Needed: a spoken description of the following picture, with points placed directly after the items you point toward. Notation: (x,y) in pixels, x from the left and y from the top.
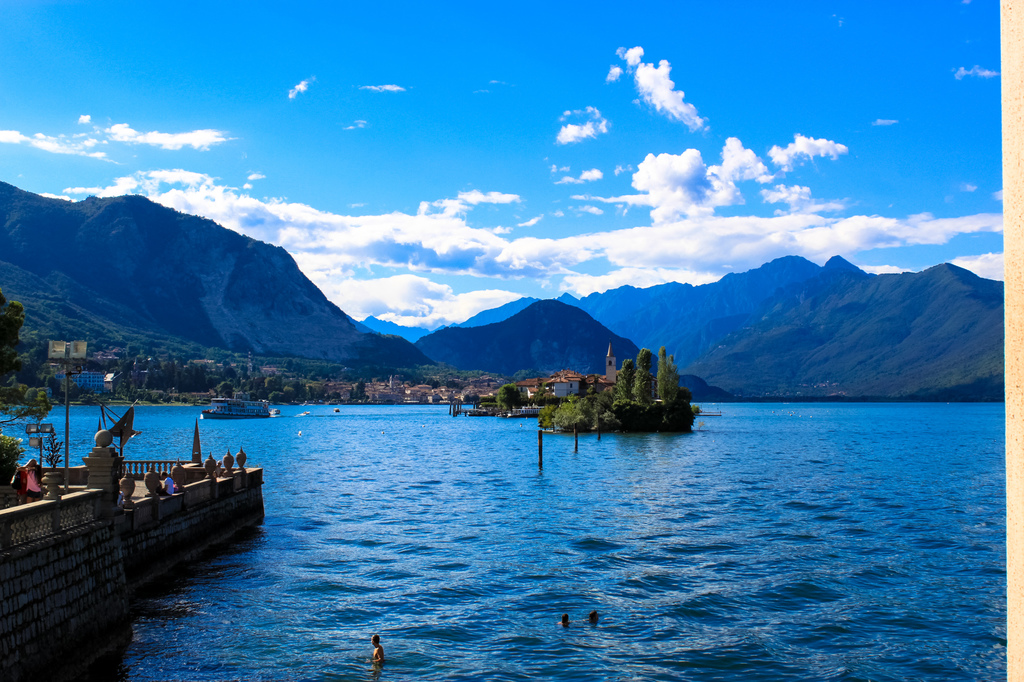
In this image there is a boat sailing on the surface of the water (621,500). Left side (169,494) there is a fence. Behind there are plants (16,462) on the floor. A person (171,480) is sitting on the wall (249,505). Few lights (77,355) are attached to the pole (66,452). Middle of the image (607,414) there are plants (582,412), trees (616,409) and buildings (419,386) on the land (364,396). Background (665,331) there are hills (697,332). Top of the image (471,212) there is sky (505,260) with some clouds (429,272). Bottom of the image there are people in the water (455,602).
